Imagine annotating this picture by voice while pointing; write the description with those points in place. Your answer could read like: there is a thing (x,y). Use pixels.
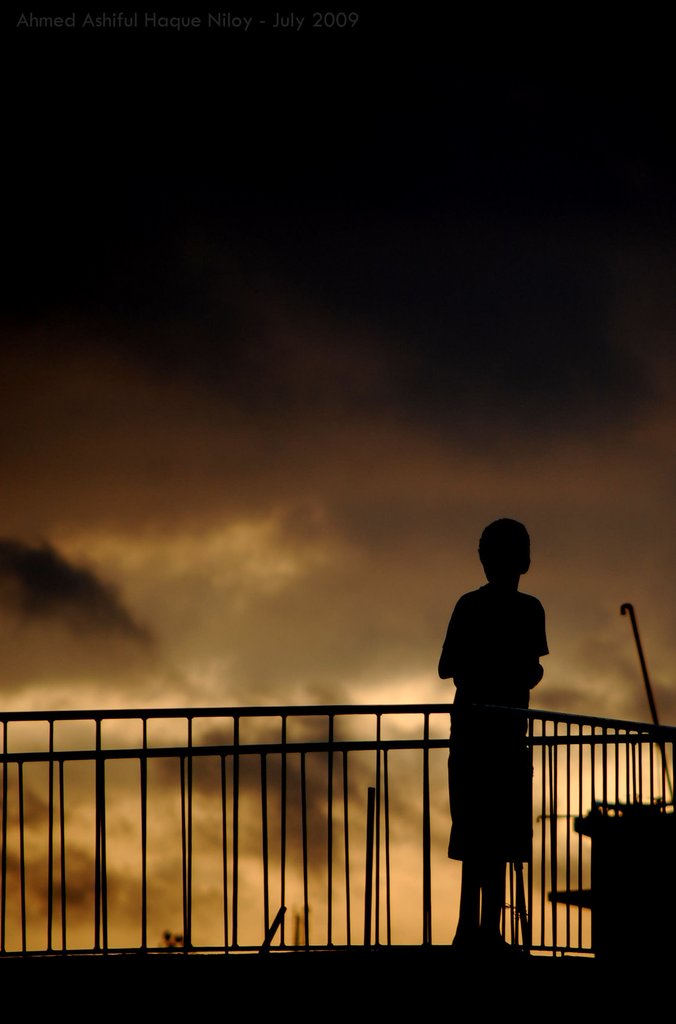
This picture is dark, there is a kid (495,907) standing and we can see fence (593,810). In the background (296,583) we can see sky (256,535) with clouds (237,626).
